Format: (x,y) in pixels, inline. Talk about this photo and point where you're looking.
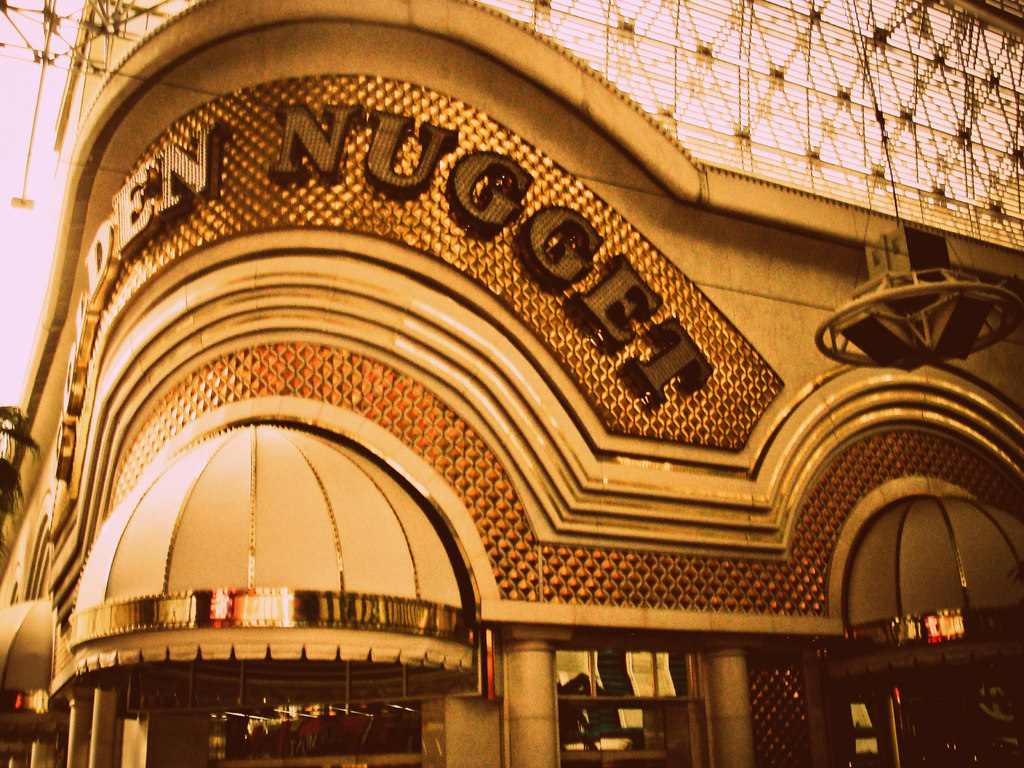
In the center of the image (644,382) there is a building (421,578). At the top (104,20) there are wires (744,141).
